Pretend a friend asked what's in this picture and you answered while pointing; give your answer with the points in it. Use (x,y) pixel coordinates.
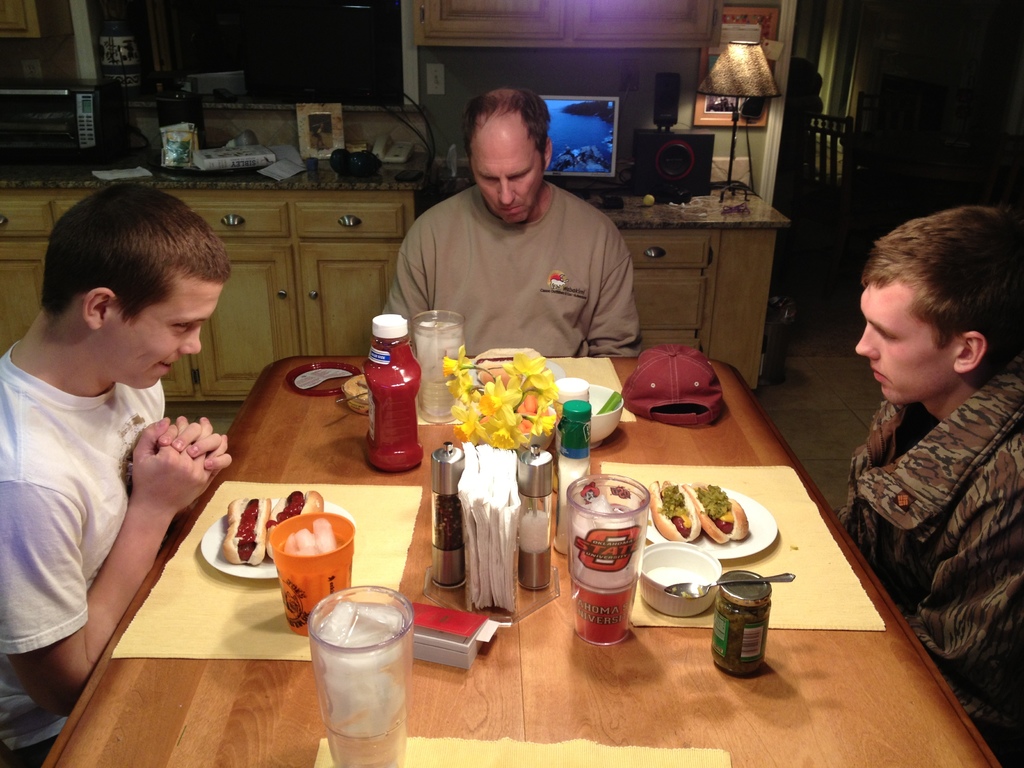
In this image in the center (348,408) there is a table (565,677) and on the table (631,697) there are glasses (375,656), tissues (496,535) and there are plates (253,572) and on the plates (726,544) there is food (677,520), there is a cap (659,386) which is red in colour and in the center (529,307) there are persons (94,446) sitting. In the background (600,132) there is a monitor (583,123), there is a speaker (708,169), there is a light (735,135) and there are objects (222,153) which are white and cream in colour and on the left side (77,134) there is an oven (66,126). On the right side (830,152) there is a chair (830,156) and there is a wardrobe (557,39) on the wall (553,56) and there is a window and there are cupboards (353,254).
